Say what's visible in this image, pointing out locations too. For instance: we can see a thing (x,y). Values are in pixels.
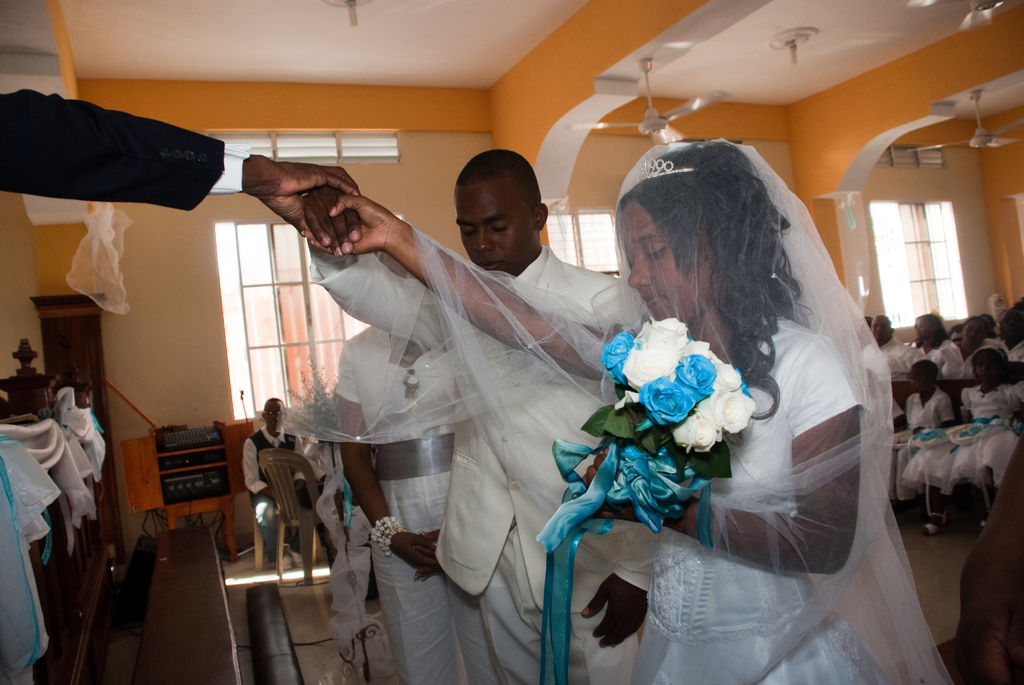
In this image I can see a woman (746,561) wearing white colored dress (734,587) is standing and holding a flower bouquet (641,470) and a man (545,416) wearing white colored dress (555,468) is standing. In the background (905,417) I can see number of persons (949,353) sitting, a person (361,366) standing, the cream colored wall (190,338), the ceiling (389,46), few fans (718,97) and few windows (581,258).
